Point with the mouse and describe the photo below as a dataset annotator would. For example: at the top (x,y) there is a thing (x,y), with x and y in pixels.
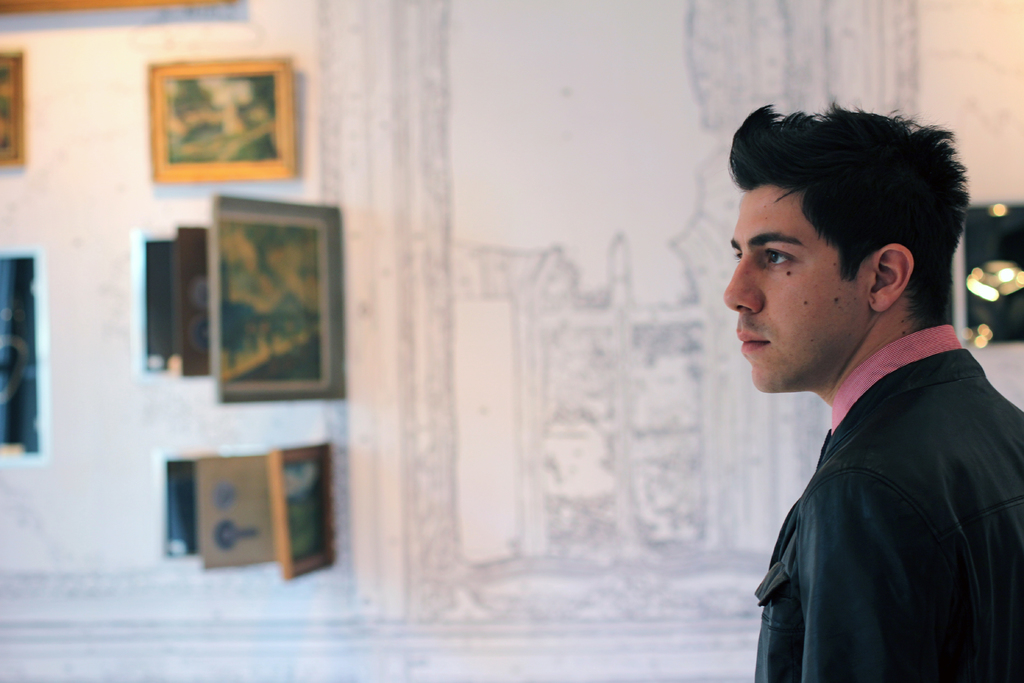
In the image on the right (838,352), we can see one person (848,249) standing. In the background (610,113) there is a wall (313,103), photo frames (253,101) and some art work (533,289) on the wall (594,352).
